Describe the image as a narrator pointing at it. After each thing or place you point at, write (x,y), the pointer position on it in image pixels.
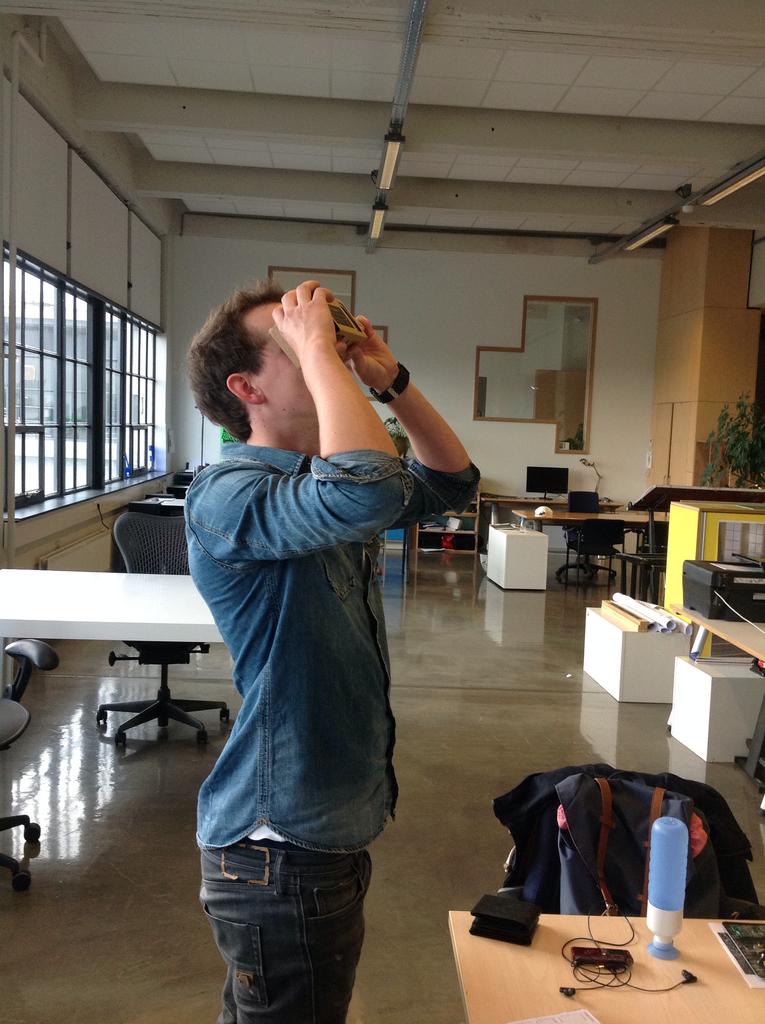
Here we can see a person (333,383) Standing and seeing something with his VR viewer (343,330) and in front of him there is a table (505,968) and there is a bag (625,777) present and there are couple of tables (126,582) and chairs (141,525) present here and there and we can see a plant (721,430) present and we can see Windows (7,287) present.
